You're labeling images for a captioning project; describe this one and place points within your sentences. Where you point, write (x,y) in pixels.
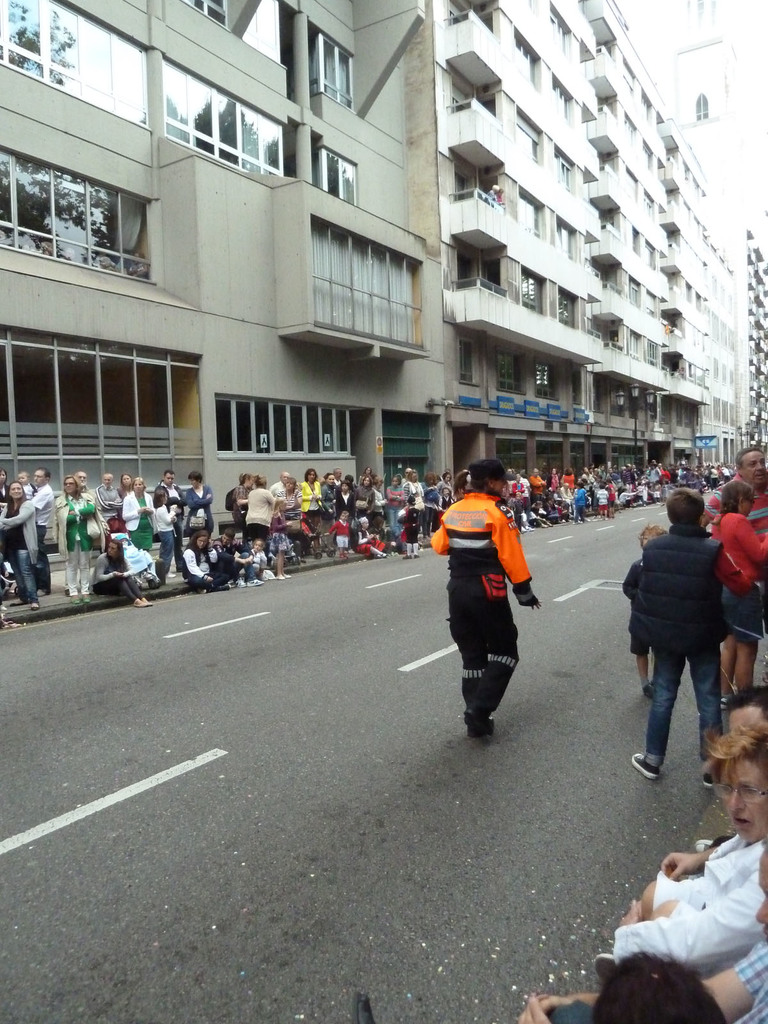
In this image there are buildings (376,185) towards the top of the image (376,185), there are windows (388,278), there is a wall (447,263), there is road (270,684) towards the bottom of the image (301,861), there are group of persons (413,544) standing, there are group of persons (665,1016) sitting, there is a man (496,625) walking on the road (540,628).
